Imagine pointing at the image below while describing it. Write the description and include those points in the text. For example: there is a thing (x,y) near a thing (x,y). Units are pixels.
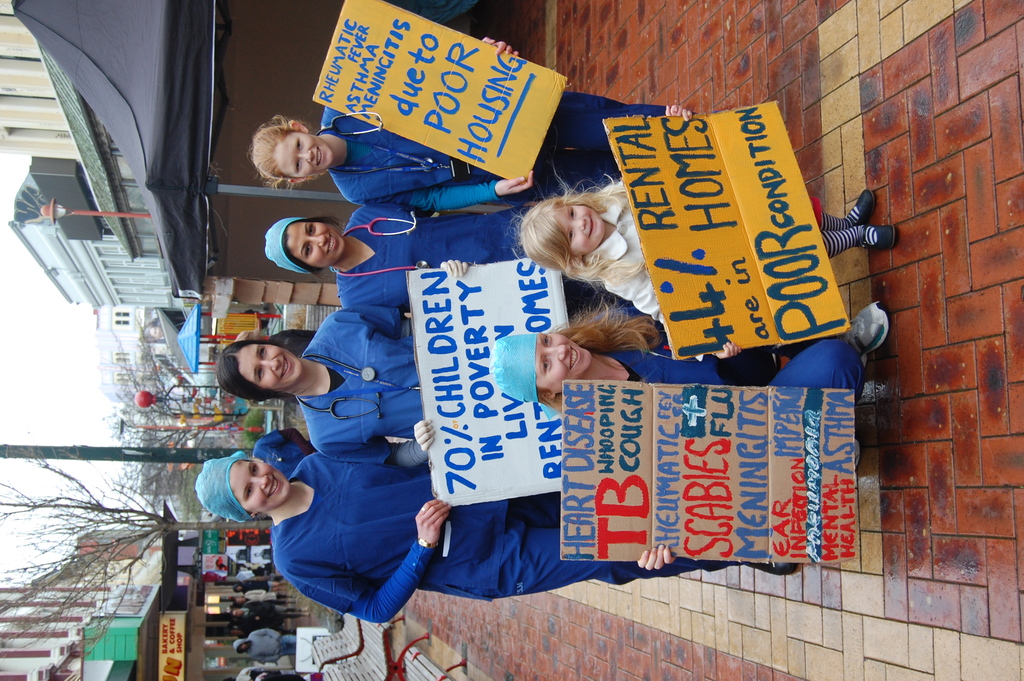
In this image we can see people (315,469) standing on the road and some of them are holding placards (454,397) in their hands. In the background (352,621) there are benches (358,663), trees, name boards (172,619), street poles (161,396), street lights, buildings (68,231), parasols (165,161) and sky (51,343).
